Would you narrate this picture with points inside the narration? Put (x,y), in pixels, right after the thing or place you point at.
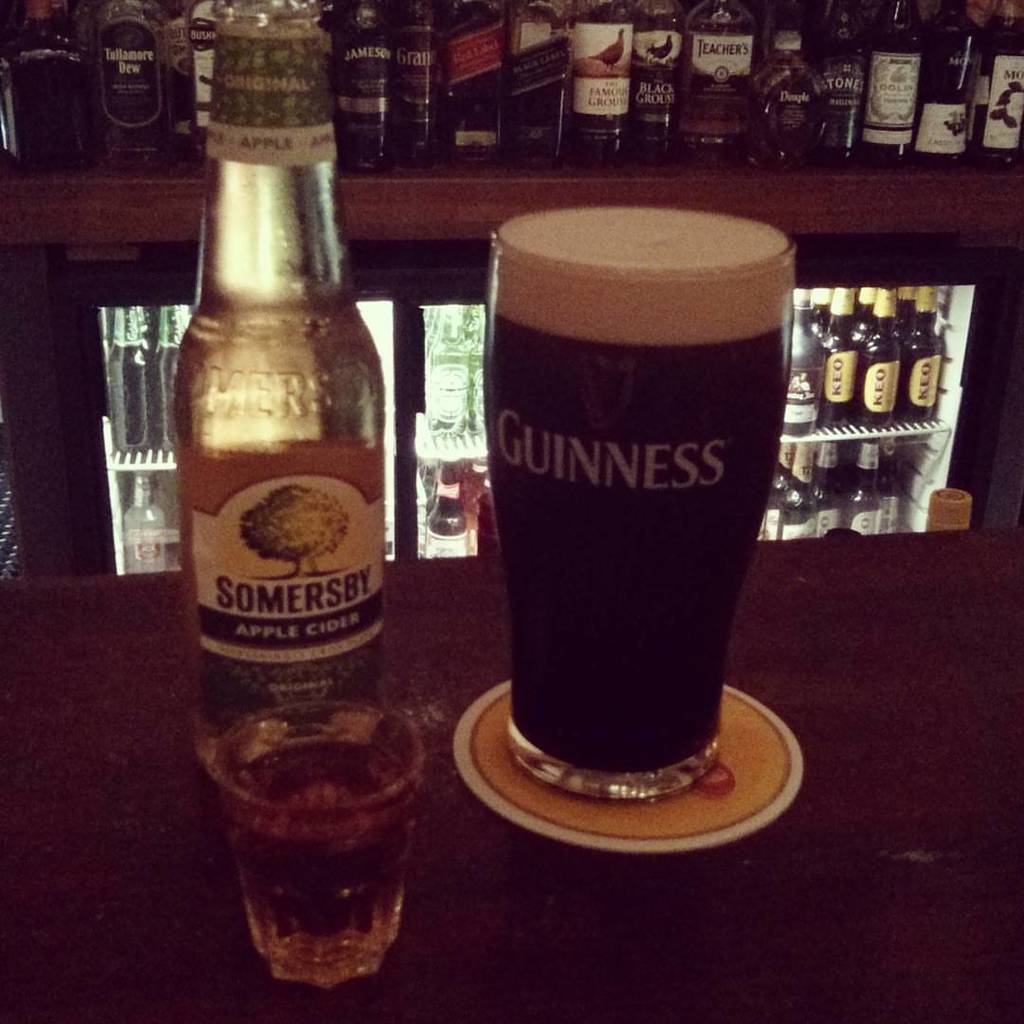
In this image I can see a cider bottle (235,511) and two glasses (651,558). To the cider bottle (268,498) there is a sticker (283,587) attached. And on the glass (604,457) there is a name (695,477) called Guinness. In the background (773,94) there is a rack (871,230) and many bottles (508,98) in it.
